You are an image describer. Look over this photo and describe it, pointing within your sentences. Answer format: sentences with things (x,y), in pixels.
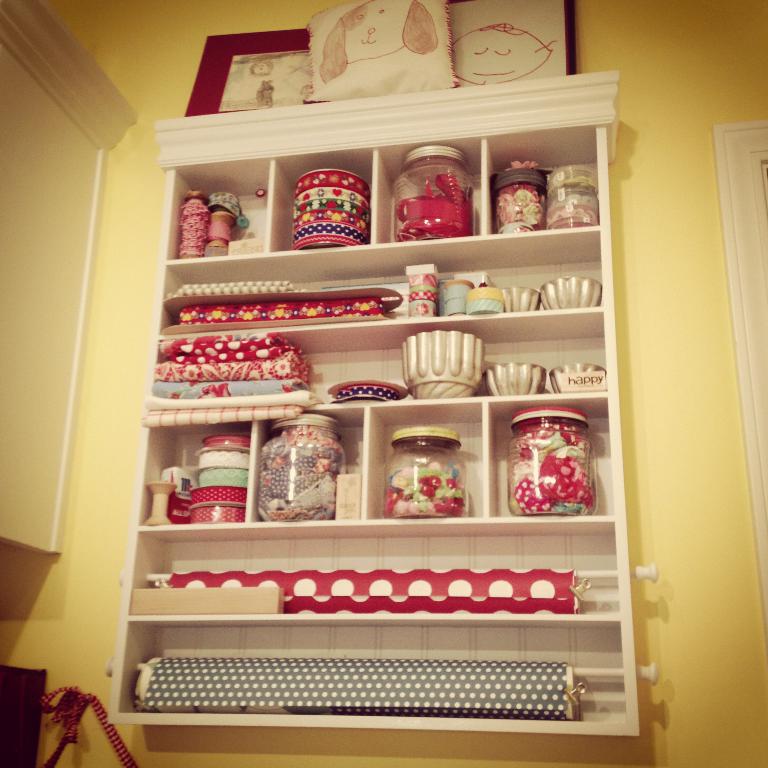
In this image I can see a white colored rack (524,517) in which I can see few glass containers (518,490), few bowls (506,301) and few other objects (338,291) which are red and black in color. On the rack (312,136) I can see few photo frames (476,5). In the background (684,28) I can see the yellow colored wall (686,189).
